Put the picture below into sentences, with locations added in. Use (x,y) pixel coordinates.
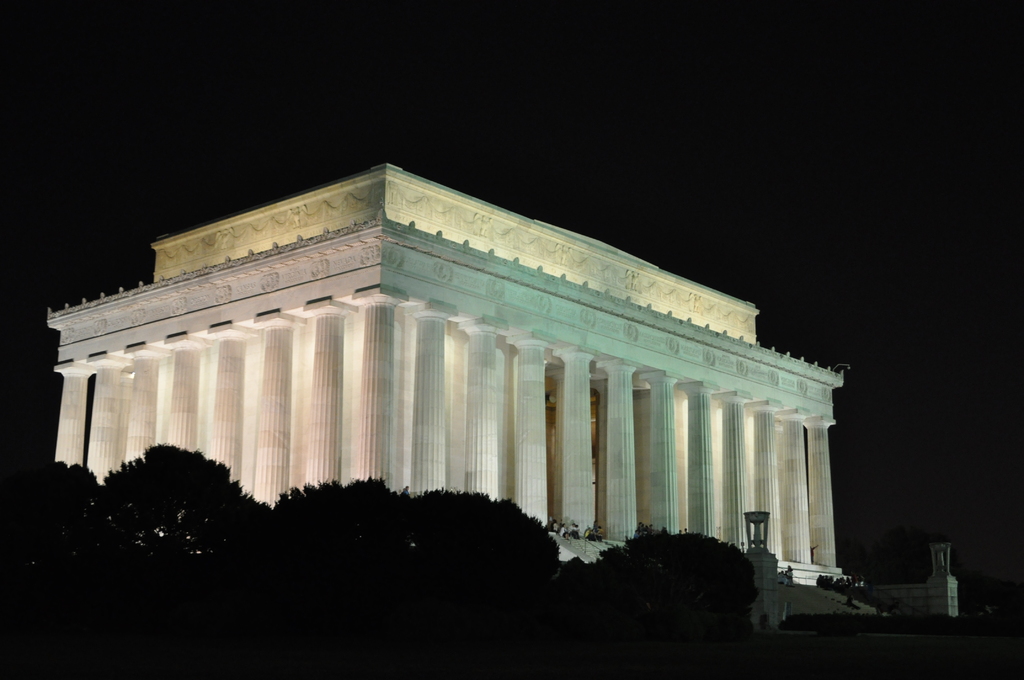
At the bottom of the image (207,547) there are some trees (75,506). In the middle of the image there is a building (795,554).
